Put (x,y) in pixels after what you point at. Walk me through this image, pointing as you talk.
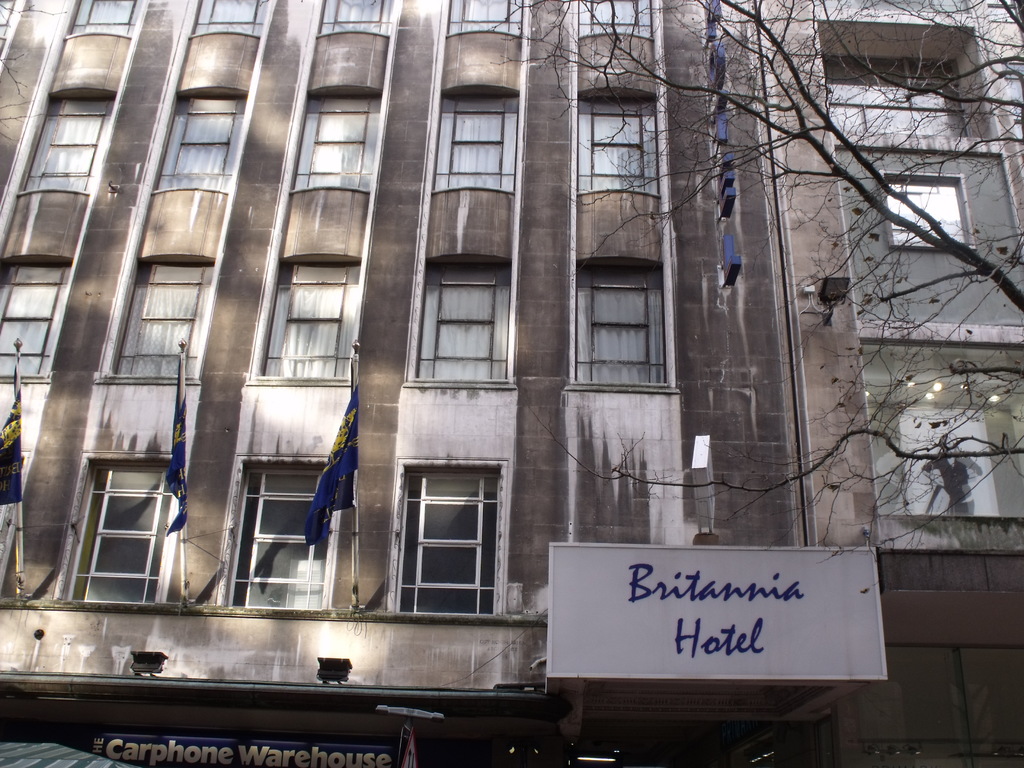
On the right side (976,231), we see the trees (848,141). In front of the picture, we see a white color board (584,630) with some text (695,600) written as "Britannia Hotel". At the bottom (145,750), we see a blue color board (192,745) with some text (164,745) written. We see the flag poles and the flags (9,462) in blue and yellow color. In the background (247,247), we see the buildings (757,276) and these buildings (690,212) have the glass windows (349,342).
